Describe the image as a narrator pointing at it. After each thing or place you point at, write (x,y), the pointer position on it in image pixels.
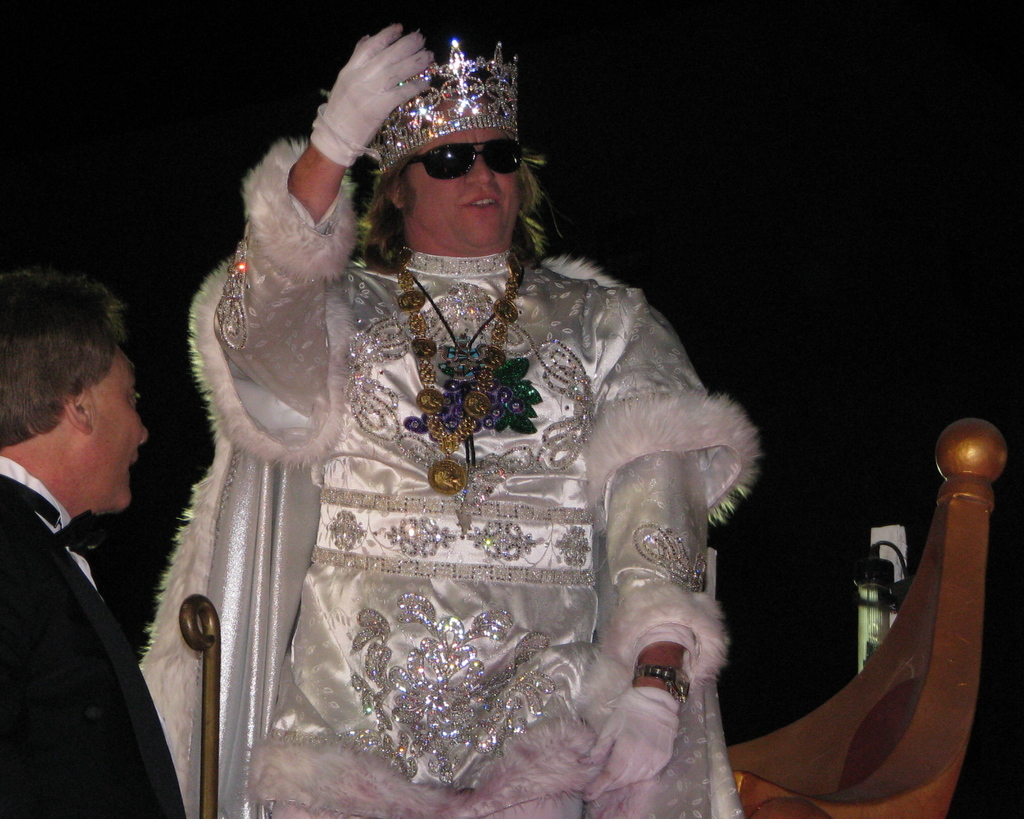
This picture describes about group of people (296,563), in the middle of the image (478,389) we can see a man (425,434), he wore costumes (545,411), spectacles (487,157) and a crown (462,99), and we can see dark background (762,238).
